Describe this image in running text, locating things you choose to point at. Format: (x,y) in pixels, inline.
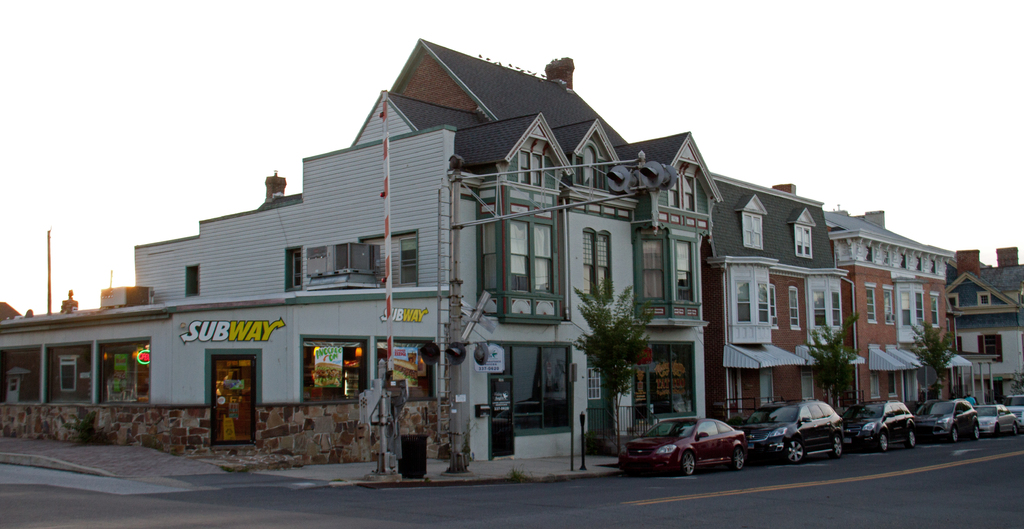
In this image we can see cars (758,437) on the road (749,516) on the right side (708,442). In the background (690,265) there are trees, fence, buildings (649,250), windows (668,346), trees (617,348), doors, curtains (652,270), roofs (995,280), poles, posters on the glass doors (252,368) and sky (138,203).
